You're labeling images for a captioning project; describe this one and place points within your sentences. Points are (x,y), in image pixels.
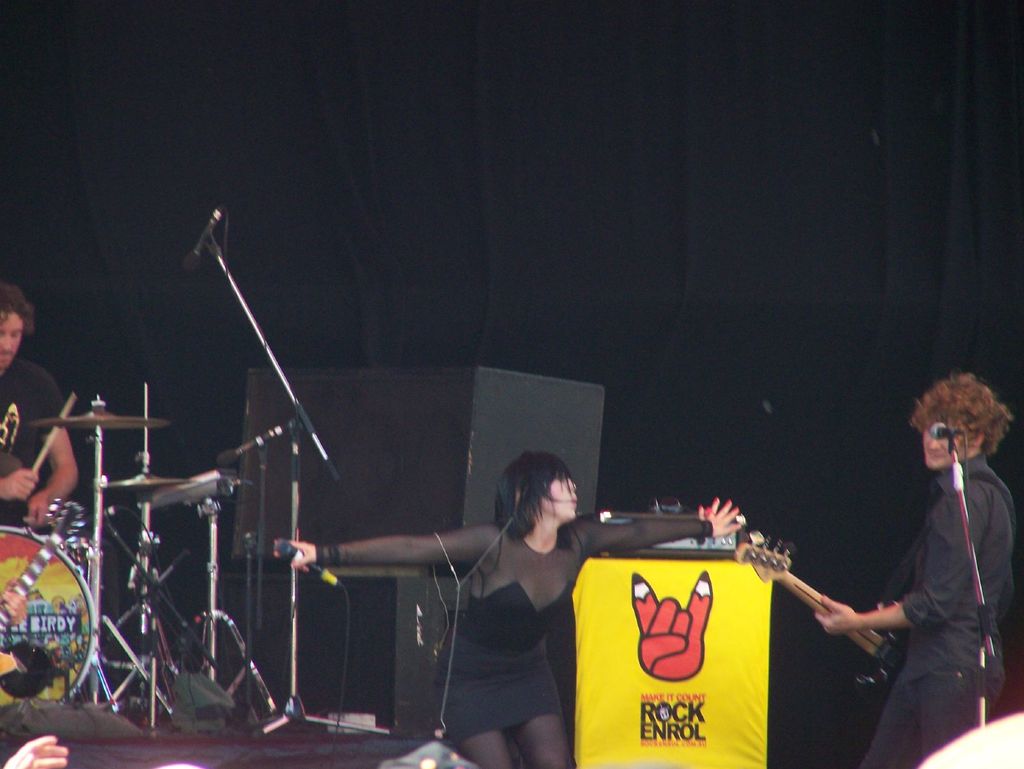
In this image on the right (940,549) a man (922,617) is playing guitar (889,666). In the middle (562,494) a lady (500,591) is standing holding a mic (285,548). On the left (16,442) a man (72,447) is playing drums (144,466). There are mics (943,425) in front of them. The background (633,241) is dark.
